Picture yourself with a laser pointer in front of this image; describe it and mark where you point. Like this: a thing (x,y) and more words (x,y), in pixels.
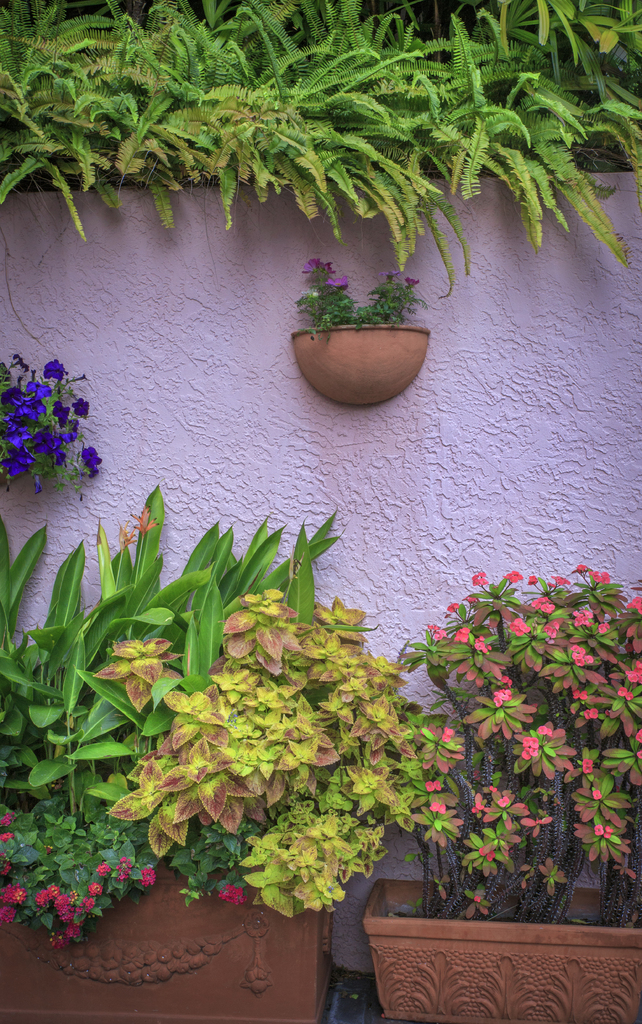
At the bottom of the picture (114,924) there are plants (304,776), flowers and flower pots (124,919). In the center of the picture (283,472) there are plants (47,410) and flowers (34,404) and wall (262,310). At the top (189,101) there are plants (335,113).
